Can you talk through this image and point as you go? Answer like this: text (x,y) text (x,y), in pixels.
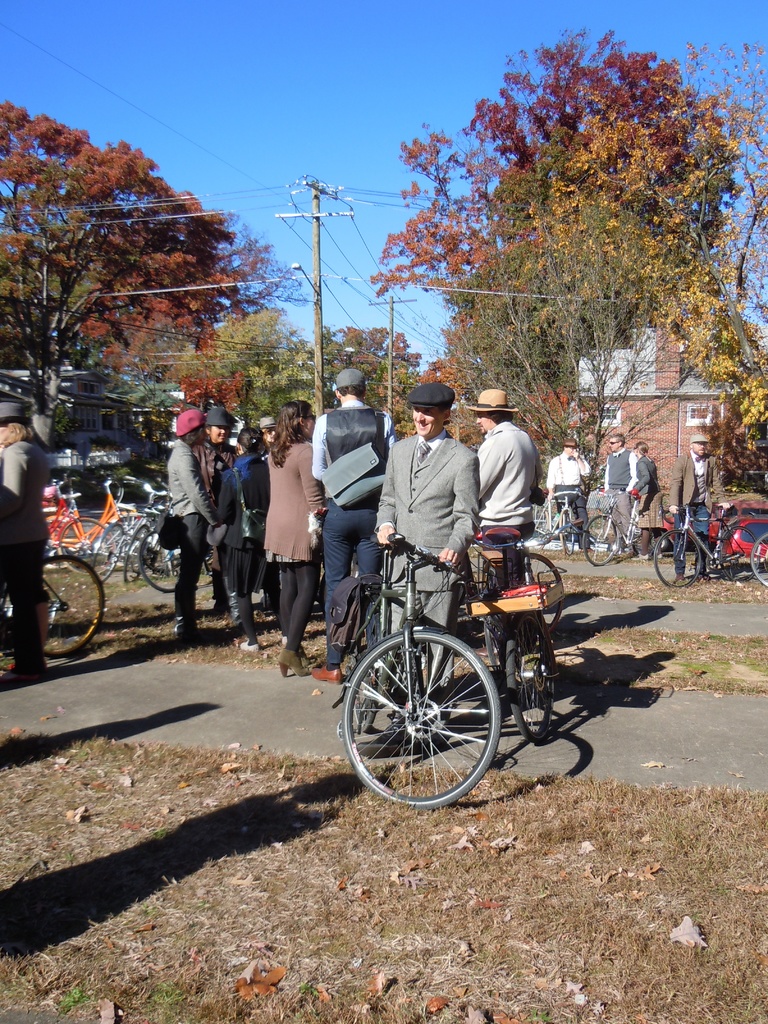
In this image I see a group of people (23,605) standing on the path (32,710) and few of them are holding their bicycles (494,530) and few them are having caps (211,420) on their heads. In the background (608,397) I can see lot of trees (5,362), 2 poles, few buildings (762,425) and cycles (96,574).
